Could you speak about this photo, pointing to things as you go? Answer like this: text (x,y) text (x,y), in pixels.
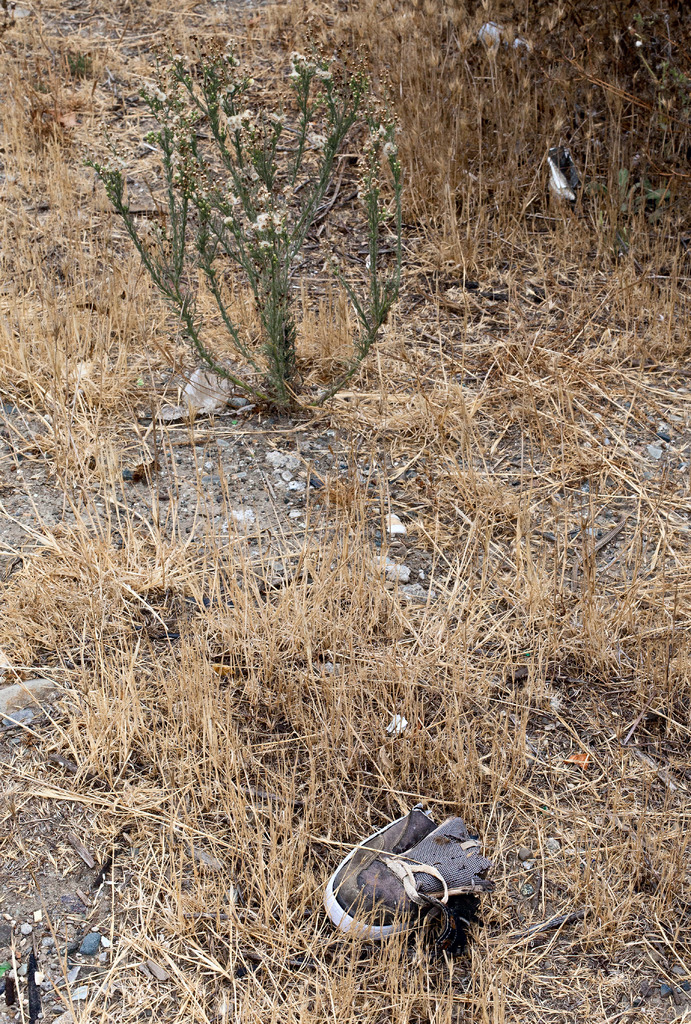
This picture is clicked outside. In the foreground (440,938) there is an object (427,858) lying on the ground (468,610) and we can see the dry stems (466,250) and a plant (274,264).
